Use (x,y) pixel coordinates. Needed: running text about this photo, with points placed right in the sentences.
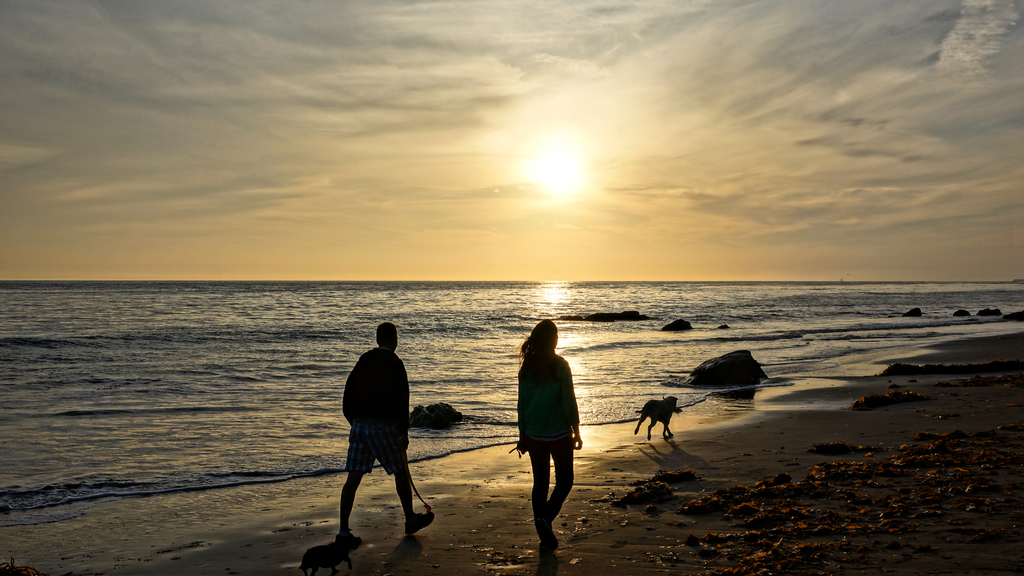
In the center of the image (403,377) we can see persons (385,428) and dog (355,544) walking on the sand (682,493). In the background (448,324) there is sea (437,310), sky (495,226), clouds (523,155) and sun (545,168).
